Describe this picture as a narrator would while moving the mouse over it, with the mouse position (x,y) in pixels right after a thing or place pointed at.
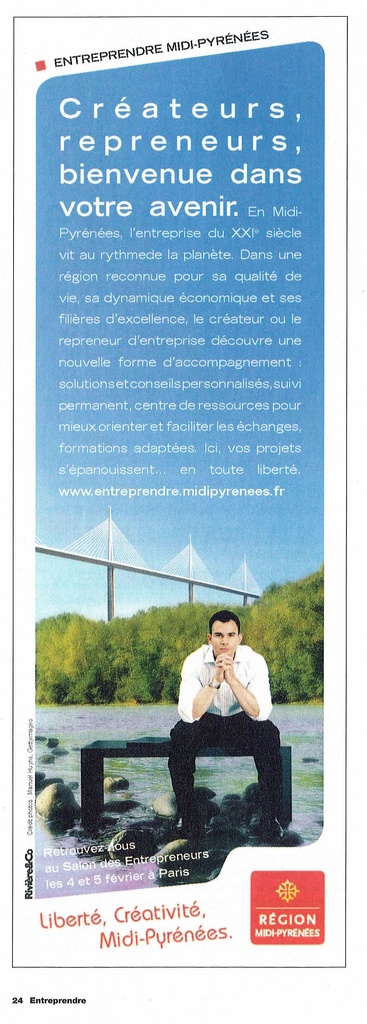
In this image, we can see a poster (281,704) with some images (281,704) and text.
